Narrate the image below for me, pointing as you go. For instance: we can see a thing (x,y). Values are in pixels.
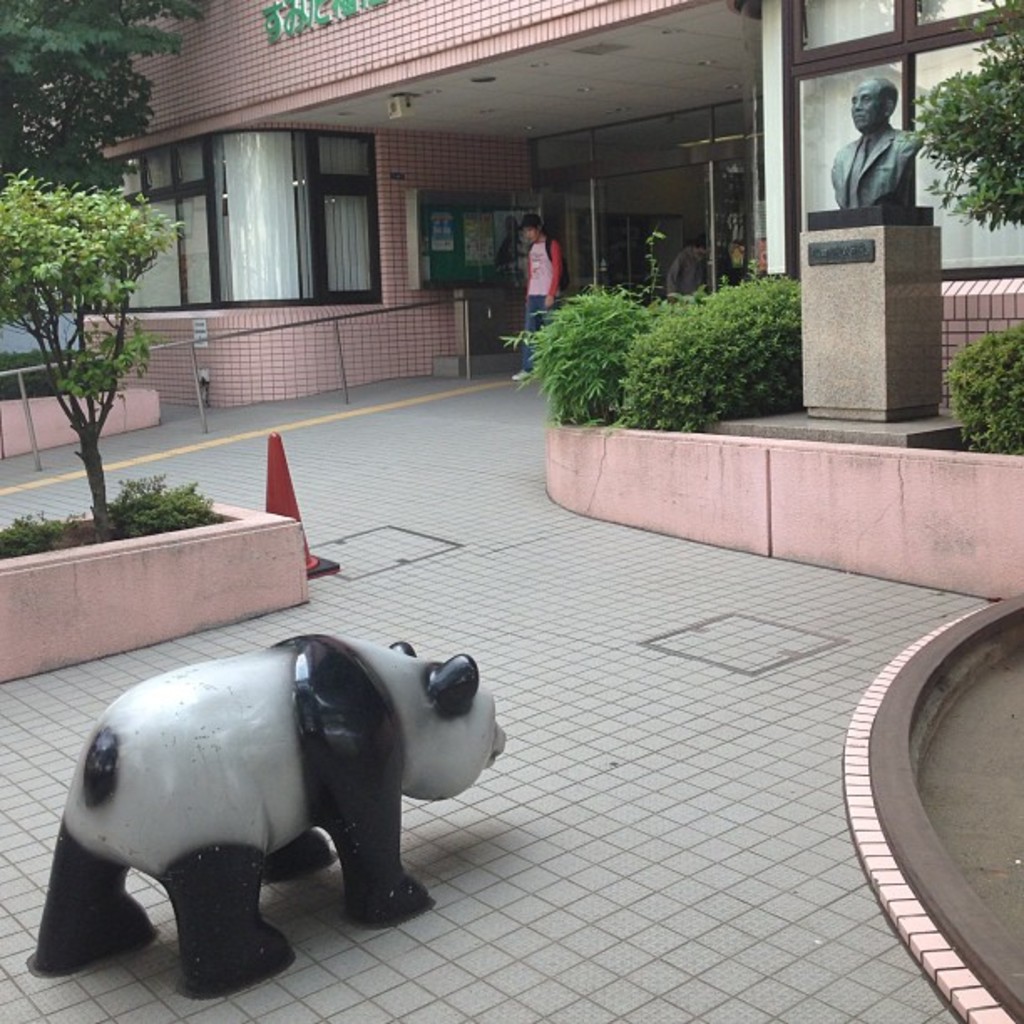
In this picture I can observe a person (534,307) walking on the land (347,430). There is a statue of a panda (166,754) on the left side (193,803). I can observe a traffic cone (272,469). In the background (86,435) there are trees (91,62) and plants (649,362). On the right side (850,190) I can observe a statue (850,177). There is a house (352,234) in the background (345,343).
